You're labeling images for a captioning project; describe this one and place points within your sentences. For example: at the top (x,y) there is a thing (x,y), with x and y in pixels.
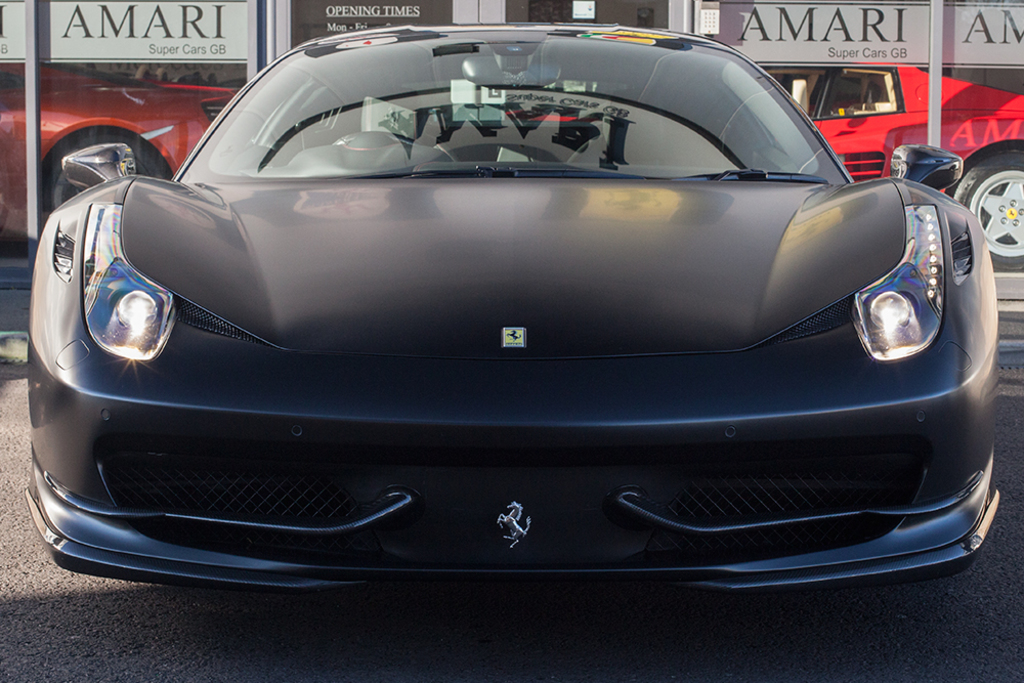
In this picture there is a car (894,465) in the center of the image (509,406) and there are other cars (13,109) in the background area of the image (98,75).
